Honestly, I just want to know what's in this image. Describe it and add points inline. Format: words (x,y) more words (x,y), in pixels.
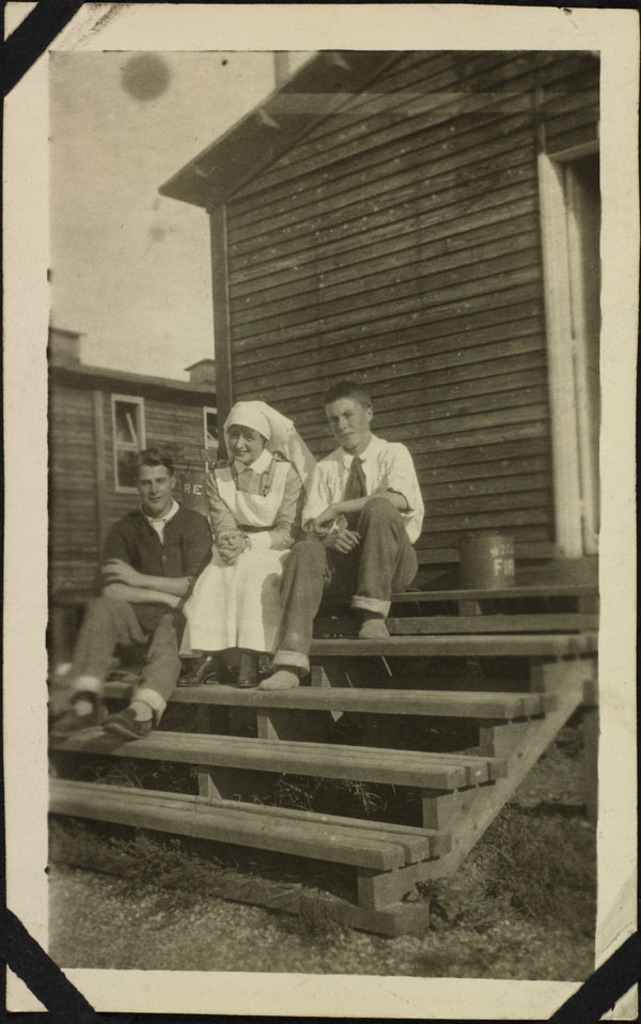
This is a black and white photo. In the center of the image (253,464) we can see three persons (340,533) are sitting on the stairs (328,686). In the background of the image (335,282) we can see houses (240,367), windows (131,430), door (569,419), wall (372,222), roof (332,62). At the top of the image (141,146) we can see the sky (196,138). At the bottom of the image (332,955) we can see the ground (357,937). In the middle of the image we can see a drum (501,566).
